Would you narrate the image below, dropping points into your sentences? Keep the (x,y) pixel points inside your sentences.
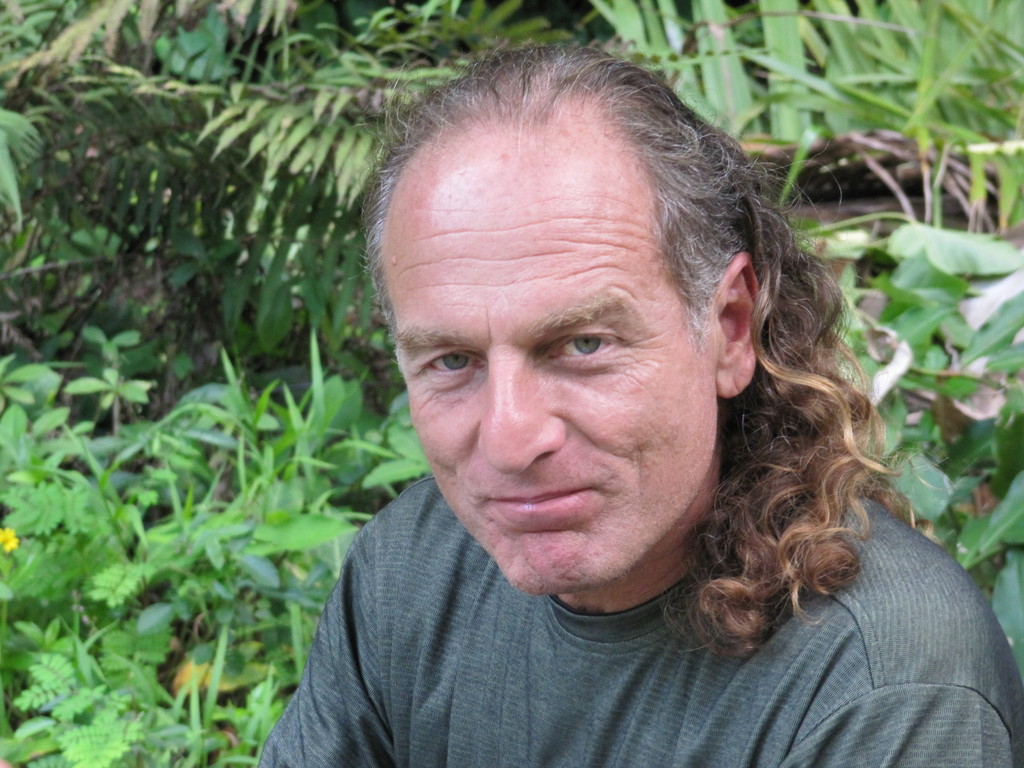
In this image we can see a person (656,594). There are many plants (272,327) in the image. We can see a flower (9,533) to a plant (28,540) at the left side of the image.
